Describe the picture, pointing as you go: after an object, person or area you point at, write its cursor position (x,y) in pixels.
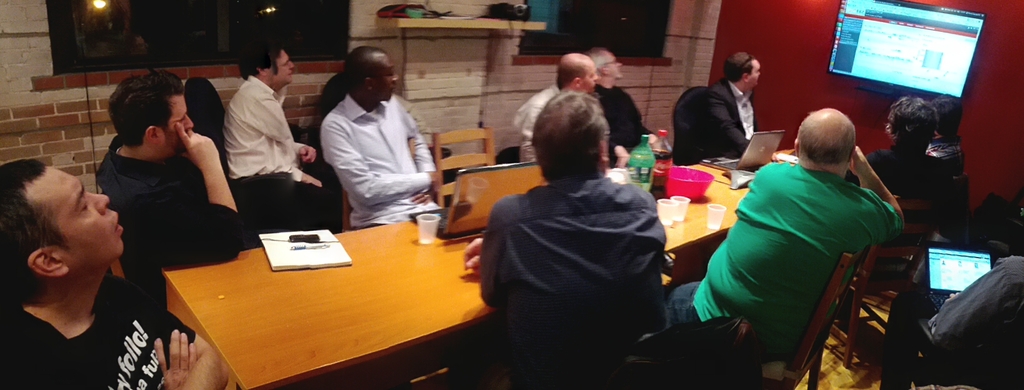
This is a picture taken in a room (668,235), there are a group of people (113,293) sitting on chairs (487,160) some people (1004,277) are holding laptop (945,284). In front of these people (125,318) there is a table (310,322) on the table (328,315) there are book (315,265), cup (427,227), laptops (459,219), bowl (699,174) and bottle (648,171). Behind the people (365,176) there is a glass window (270,39), wall (466,70). In front of the people (764,194) there is a wall (809,70) on the wall (815,67) there is a television screen (885,56).
